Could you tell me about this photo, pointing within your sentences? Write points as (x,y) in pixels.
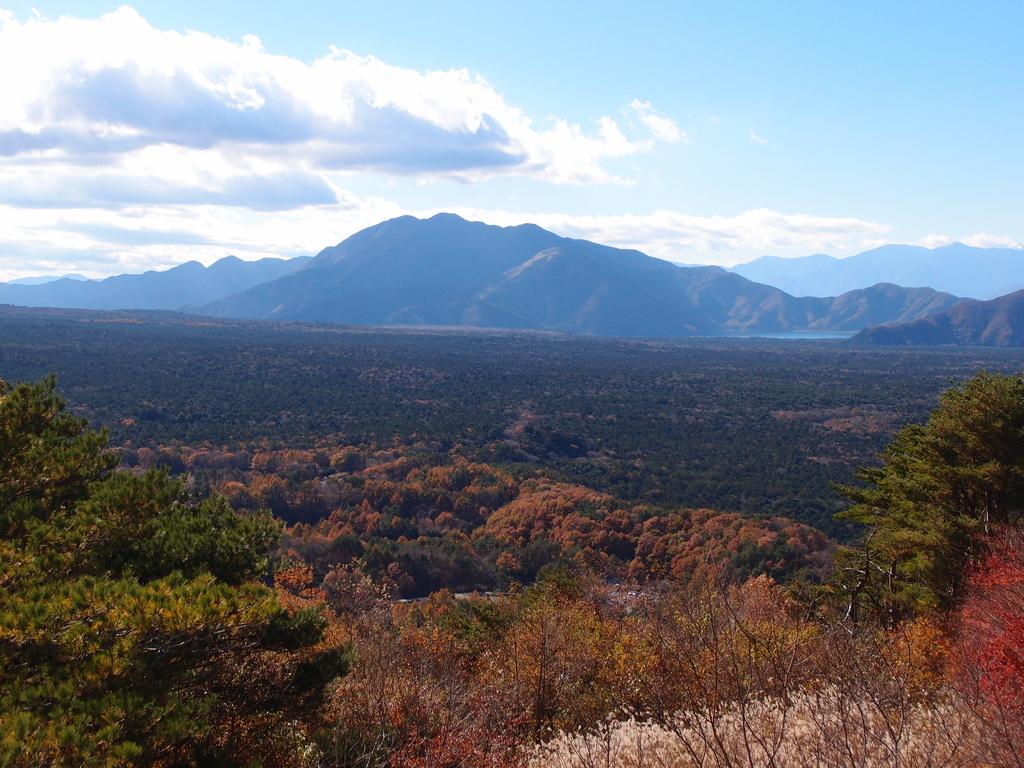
In this image, we can see some trees (706,627). There are hills (479,294) in the middle of the image (643,258). There is a sky (546,101) at the top of the image (501,35).
